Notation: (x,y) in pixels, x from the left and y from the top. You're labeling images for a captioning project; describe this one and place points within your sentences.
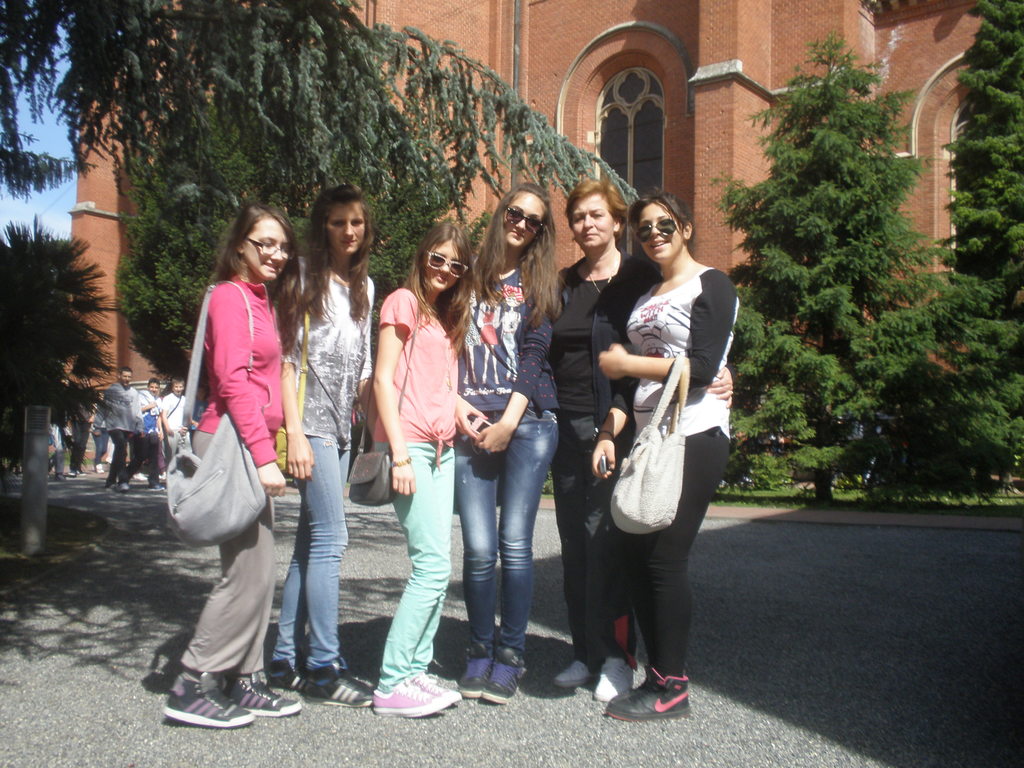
In this picture we can see six women (581,527) are standing in the front (491,398), four of them are carrying bags (302,389), there are some people (171,429) walking on the left side (159,423), we can see trees (994,312) in the middle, in the background (653,66) there is a building (667,60) and the sky (44,125).
